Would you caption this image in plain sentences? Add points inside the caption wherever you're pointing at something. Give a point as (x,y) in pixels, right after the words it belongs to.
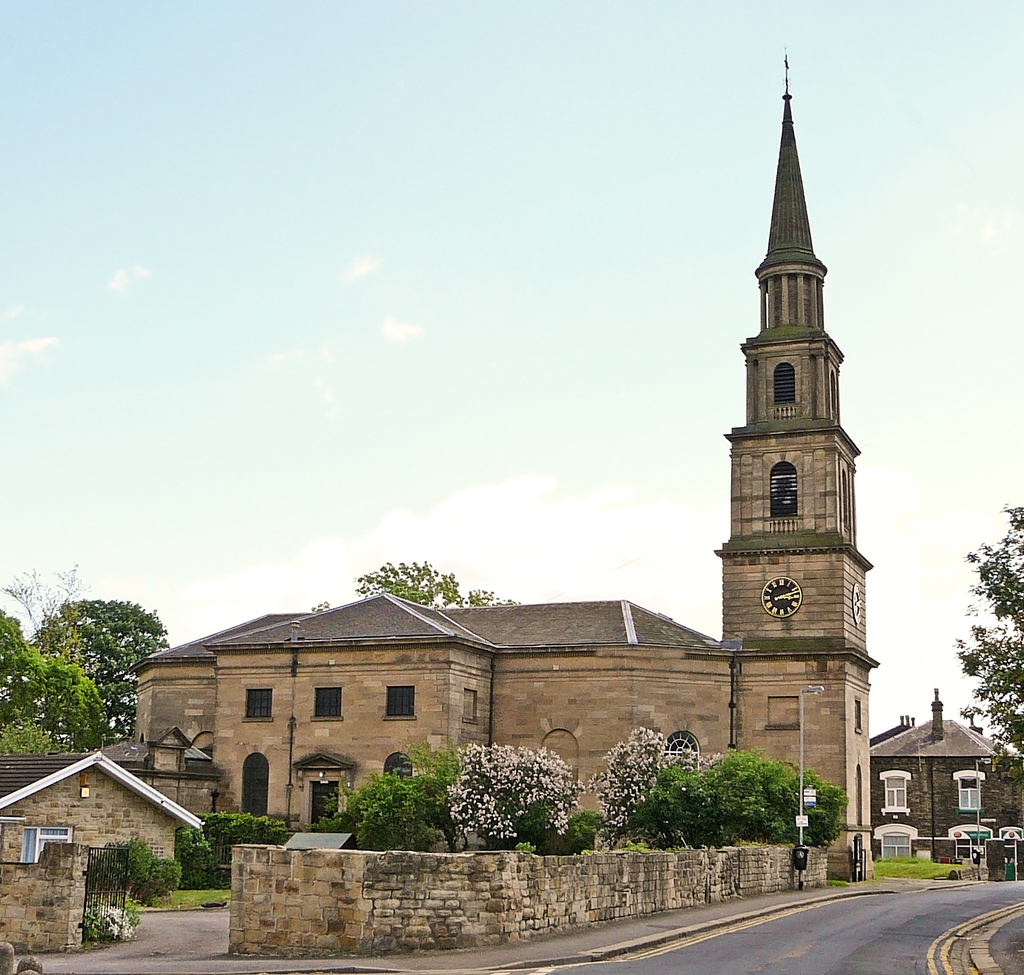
In this image, there are a few buildings (500,610), trees (797,832). We can see the ground (192,939). We can see some grass (177,898), plants (381,796). We can also see a gate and a pole (801,788). We can see some boards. We can see the sky (369,341).
